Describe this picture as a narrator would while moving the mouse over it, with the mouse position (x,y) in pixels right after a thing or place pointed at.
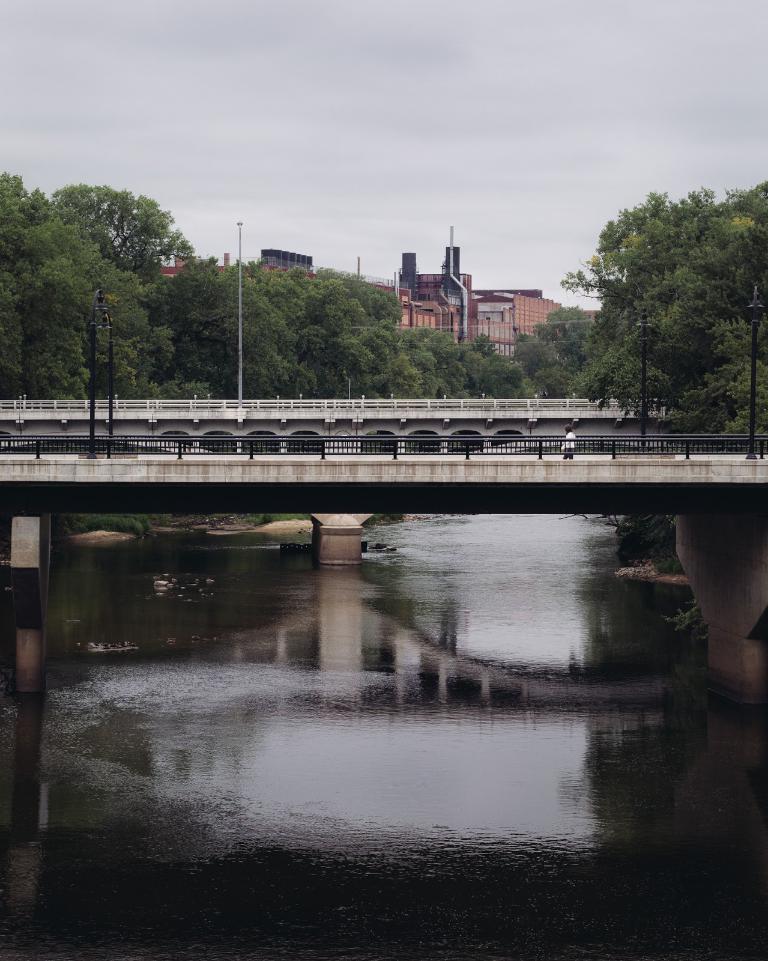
In this picture, we can see bridge (584,492), and a person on the bridge (584,492), water (526,585), poles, lights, fencing (599,448), trees (350,364), buildings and the sky (560,217).
